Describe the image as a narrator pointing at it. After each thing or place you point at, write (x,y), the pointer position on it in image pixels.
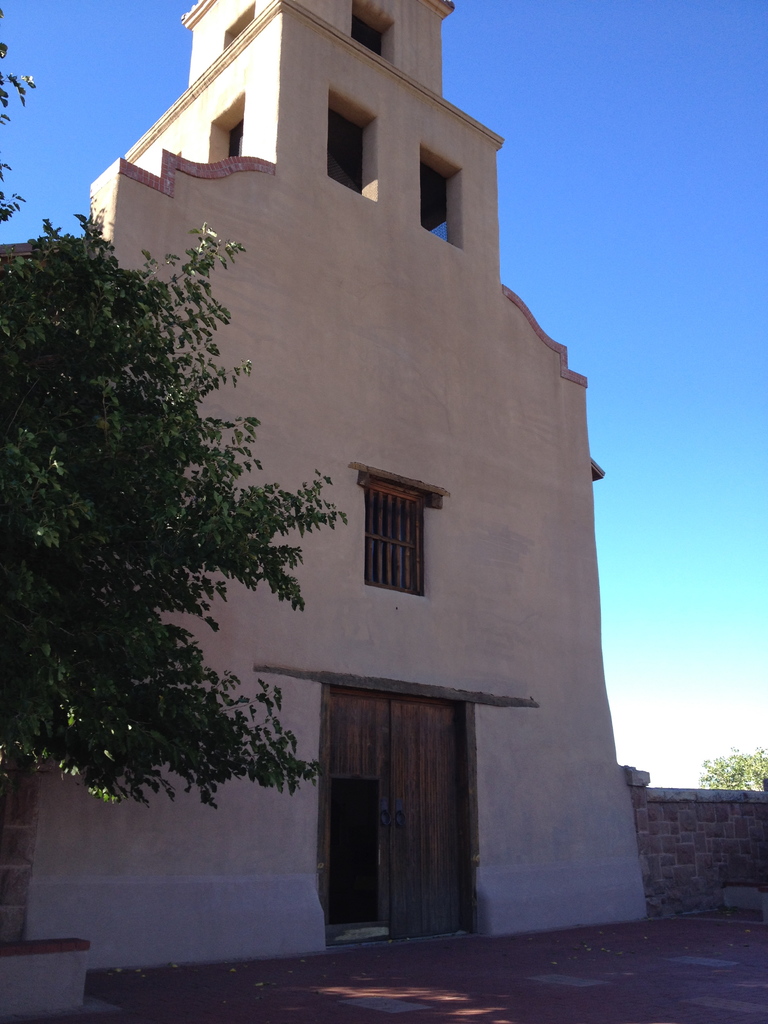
This is an outside view. In this image, I can see a building (381,492). On the right (754,773) and left side of the image (70,636) I can see the trees (275,508). At the top of the image (620,172) I can see the sky (620,172).
